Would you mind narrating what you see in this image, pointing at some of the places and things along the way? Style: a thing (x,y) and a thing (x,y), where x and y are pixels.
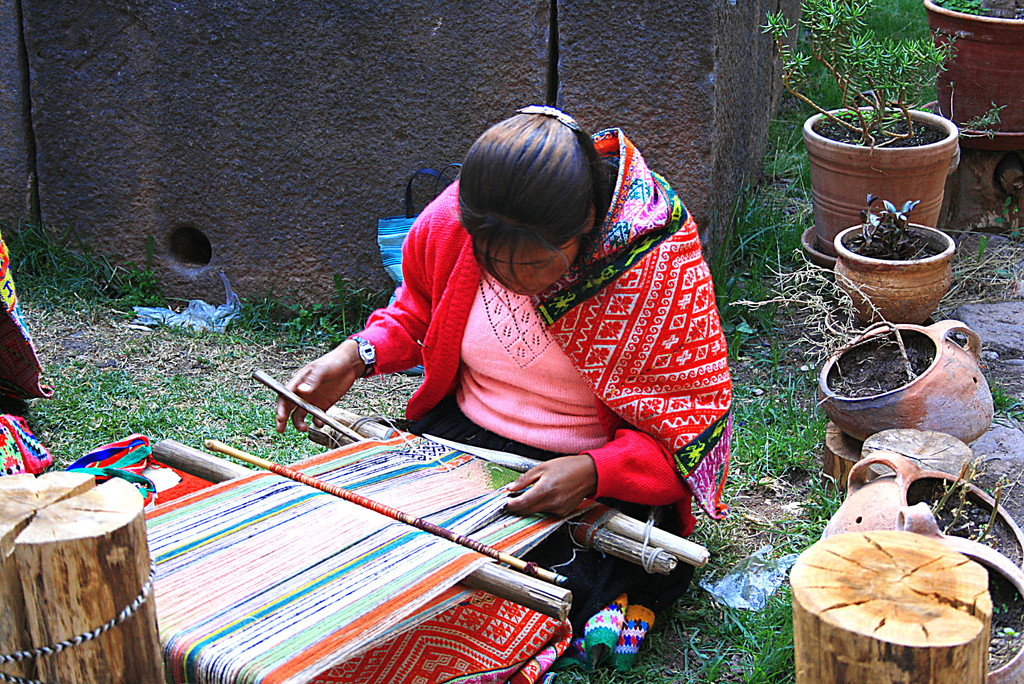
In this image there is a woman (625,367) sitting on the grassland (157,297) and weaving clothes (353,565), on the right side (831,362) there are pots (922,305), in the background (681,129) there is a wall (292,64), in the bottom left (92,501) there is a log (55,625).
